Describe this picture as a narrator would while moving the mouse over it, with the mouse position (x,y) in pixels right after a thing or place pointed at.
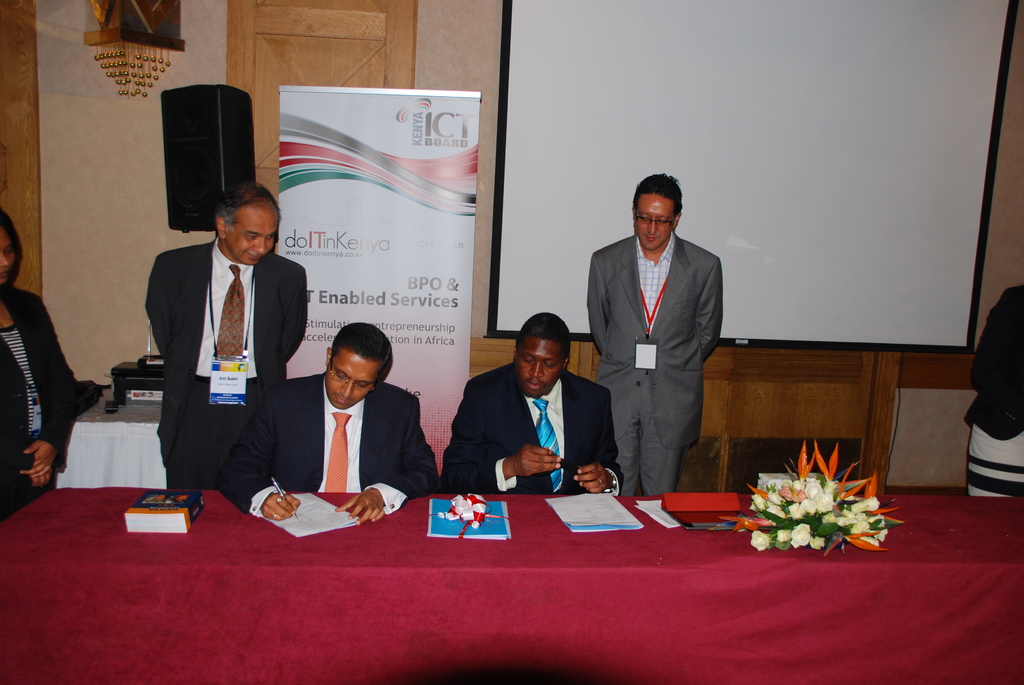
In the image we can see there are people (407,442) sitting on the chair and on the table (397,525) there are books (719,513), papers (301,510) and flower bouquet (821,509). The man (288,491) is holding pen (284,502) in his hand (285,513) and men (253,283) are standing at the back (244,273) and they are wearing id cards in their neck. There is a projector screen (671,101), speaker box (206,125) kept on the stand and there is a decorative item (115,51) kept on the wall (66,244).
